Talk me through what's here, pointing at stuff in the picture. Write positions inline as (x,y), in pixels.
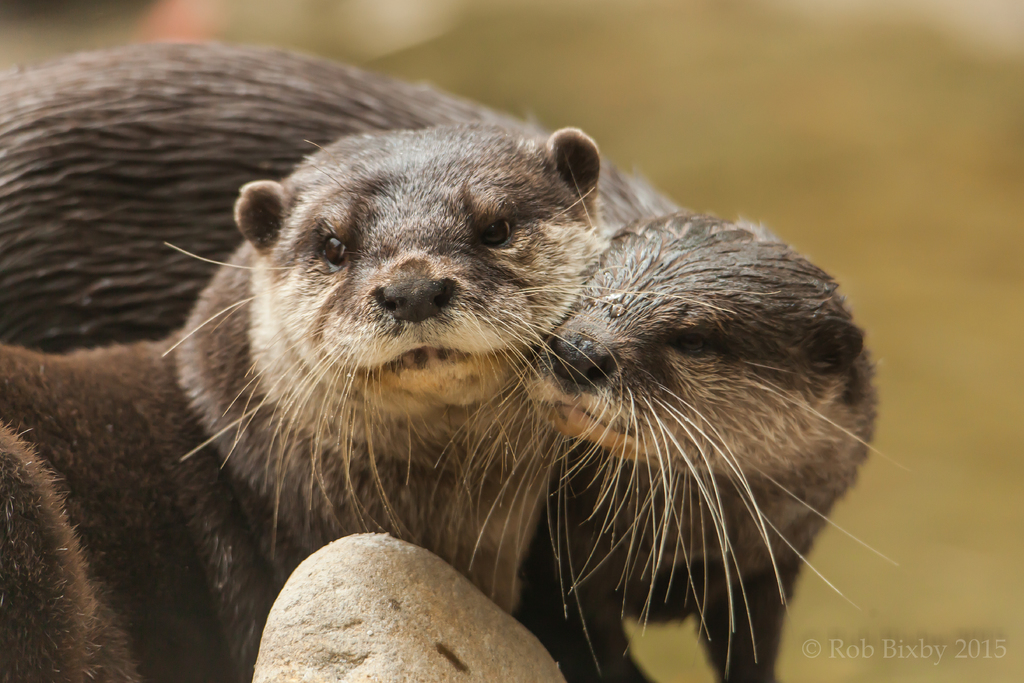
In the picture we can see two animals (303,351) near to each other and behind it we can see clear background (1009,617).
